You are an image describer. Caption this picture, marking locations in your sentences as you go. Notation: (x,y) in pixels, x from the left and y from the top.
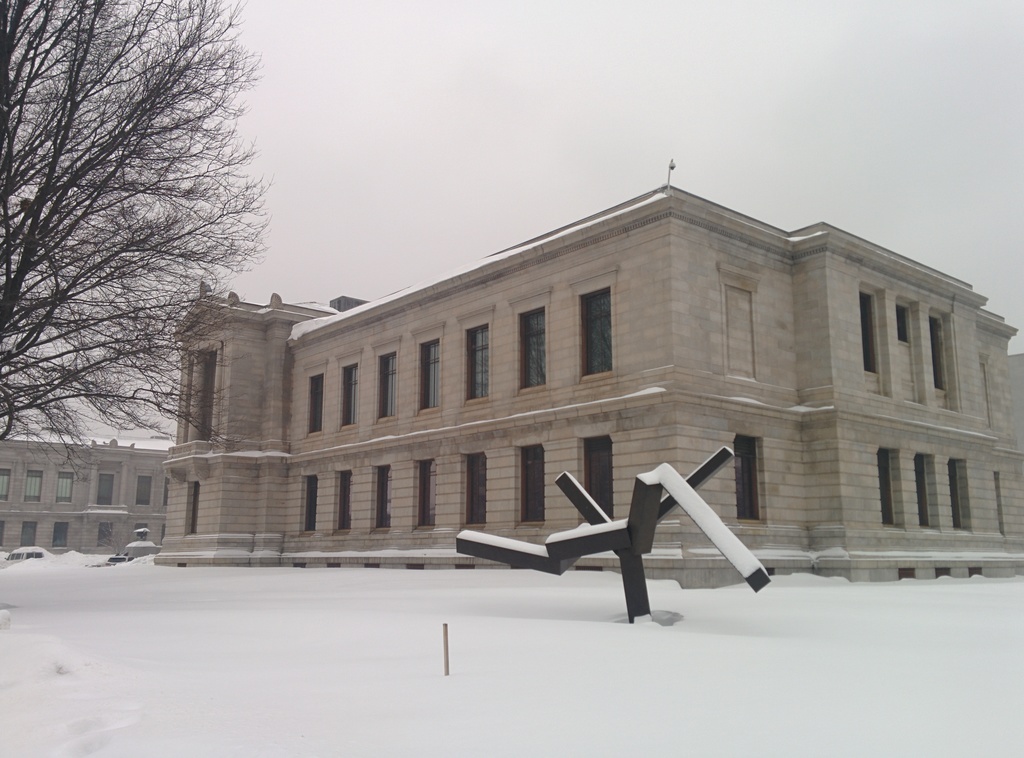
In the image there is a lot of snow (389,651) in the foreground (298,604), behind the snow (85,631) there are two buildings (305,428) and on the left side (110,189) there is a tree (110,189).
